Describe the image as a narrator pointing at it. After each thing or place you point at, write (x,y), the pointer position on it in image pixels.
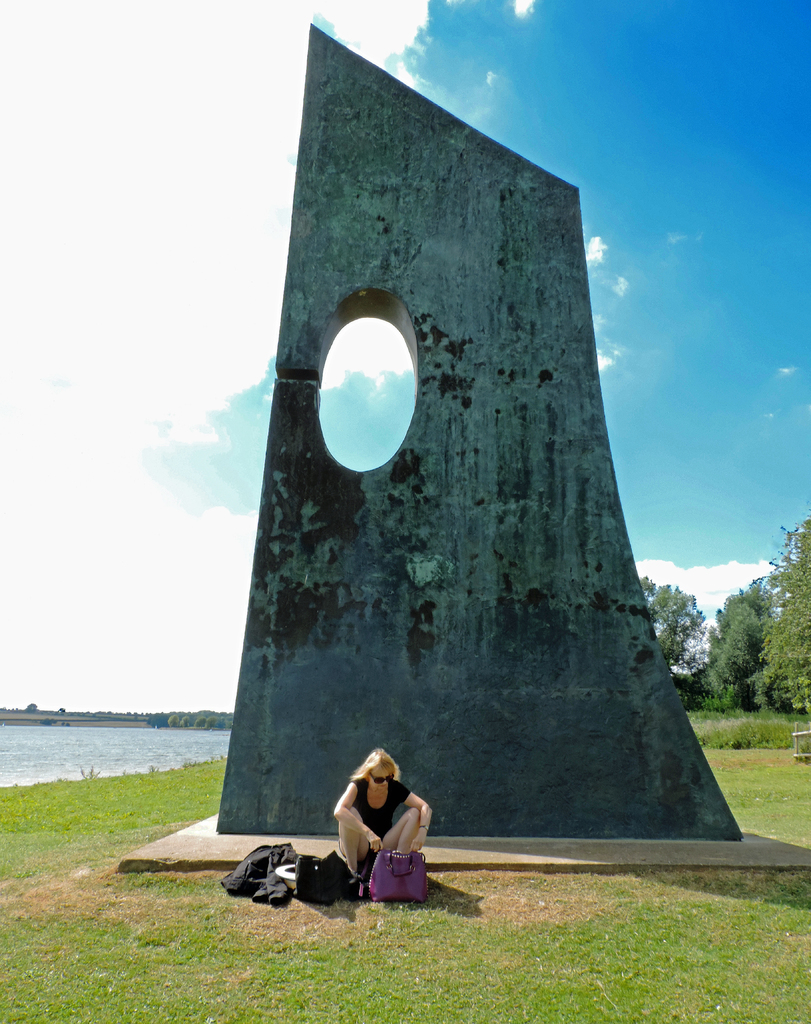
In this image there is a wall structure (403,621), in front of that there is a lady (357,793) sitting and there are few bags (394,877) and a jacket (250,861) on the surface (238,956) of the grass (546,950). On the left side of the image (78,727) there is a river (119,752). In the background (44,698) there are trees (791,607) and the sky (618,403).
